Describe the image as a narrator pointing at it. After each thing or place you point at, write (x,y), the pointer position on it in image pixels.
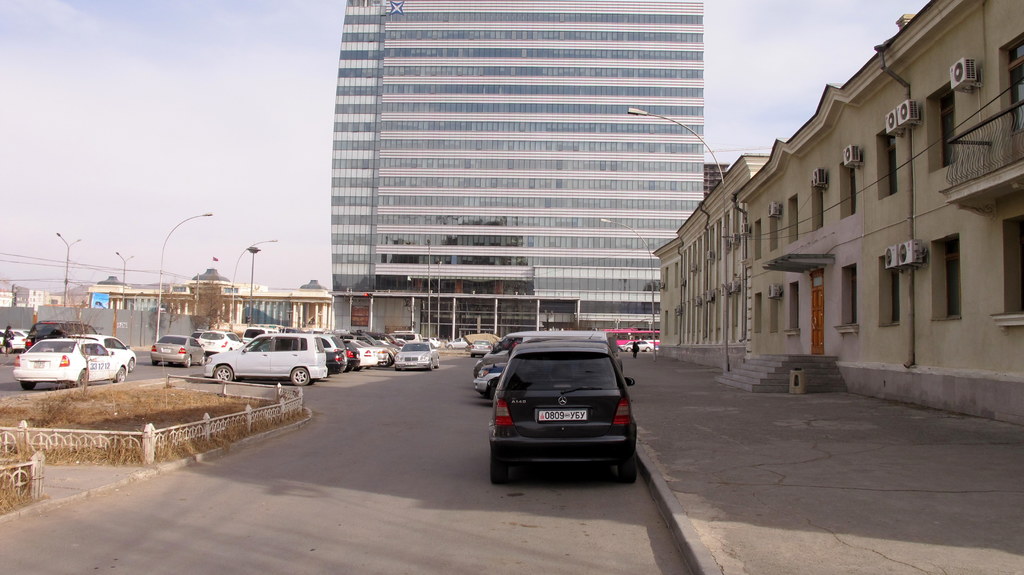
We can see vehicles (47,348) on the road (317,434) and we can see dried grass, buildings (532,187) and lights (260,249) on poles (253,264). Background (768,69) we can see sky (734,104).
